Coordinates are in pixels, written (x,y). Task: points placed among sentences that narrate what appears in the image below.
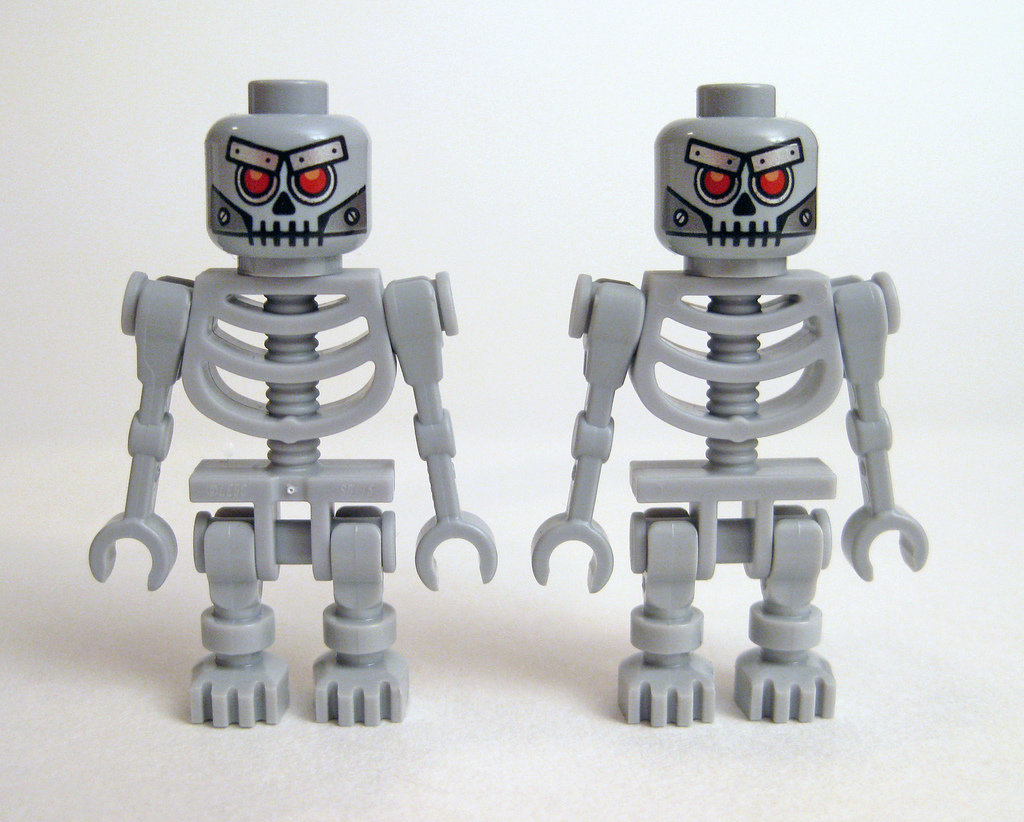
In this picture we can see two toys (666,397).
